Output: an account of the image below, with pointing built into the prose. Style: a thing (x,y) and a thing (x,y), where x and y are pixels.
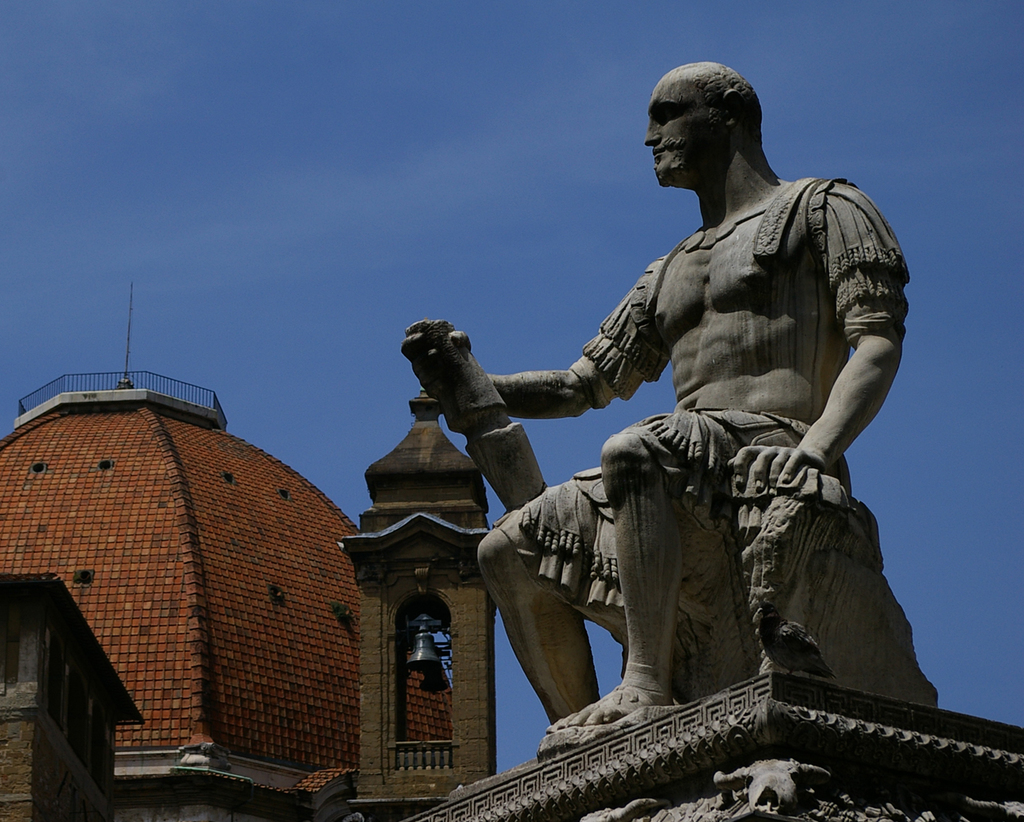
There is a statue (685,383) of a person (635,534) sitting. In the back (204,487) there is a building (135,478) with railing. Also there is a bell (418,627). In the background (295,206) there is sky (446,198).
